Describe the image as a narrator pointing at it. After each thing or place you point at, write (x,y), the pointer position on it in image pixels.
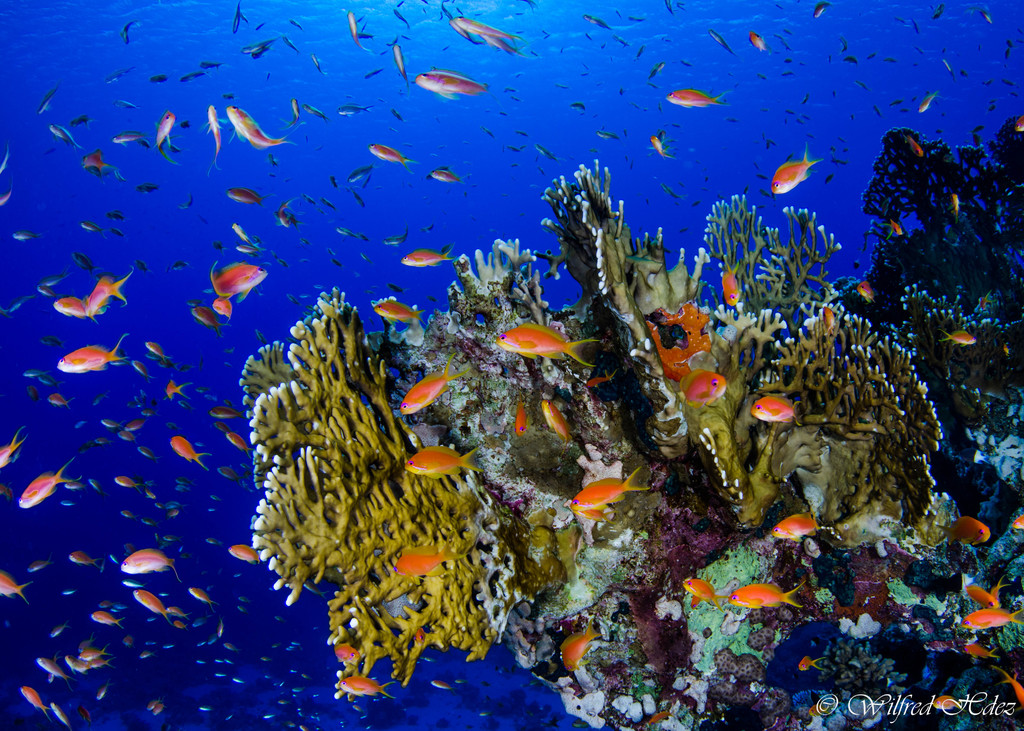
In this image I see number of fishes (248,248) in which most of them are of orange in color and I see the sea plants (495,418) over here and I see a watermark (863,703) over here and I see that these all are in the water (535,248).
